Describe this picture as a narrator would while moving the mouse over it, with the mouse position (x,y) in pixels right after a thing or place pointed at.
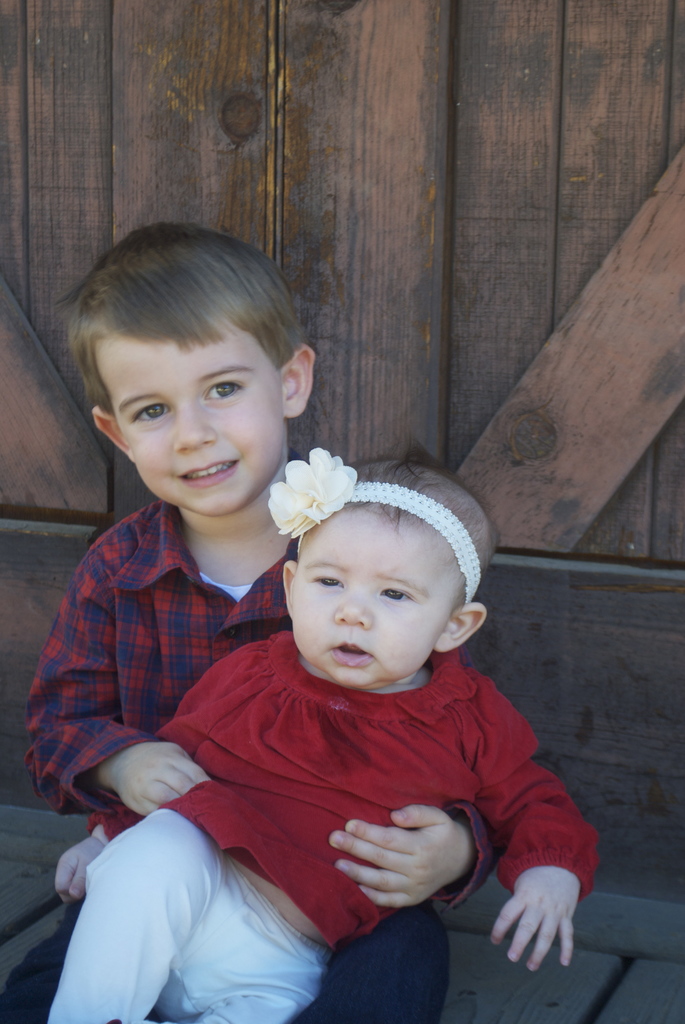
In this picture we can see a boy (408,814). There is a baby (299,665) sitting on this boy (238,606). We can see a wooden background (127,117).
